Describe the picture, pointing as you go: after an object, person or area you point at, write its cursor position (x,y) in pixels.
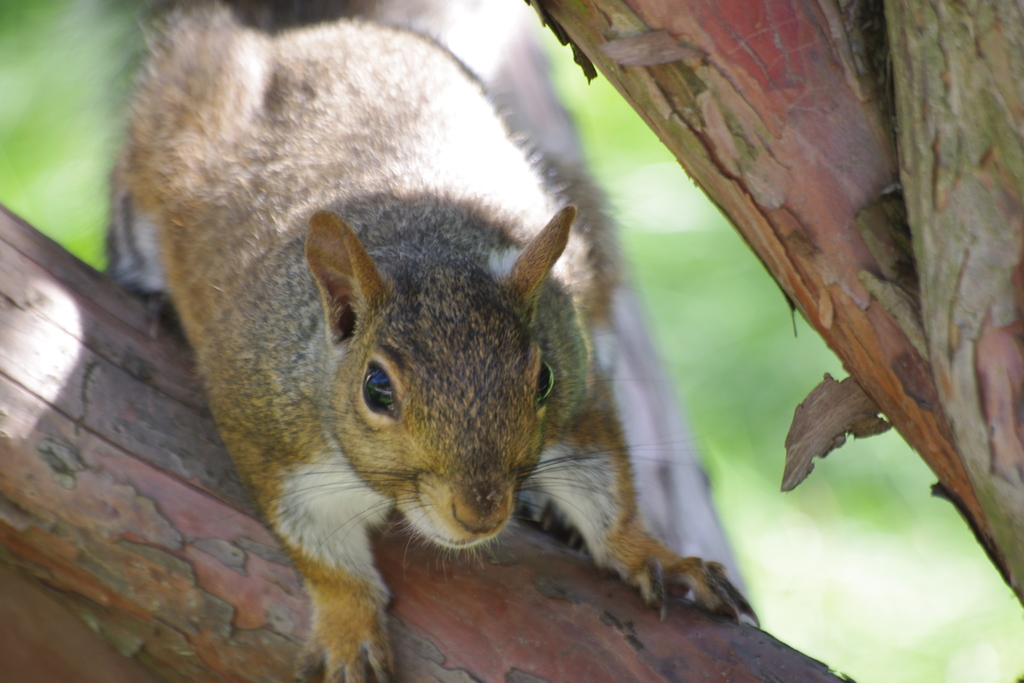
In this image we can see a squirrel (434,399) on the branch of a tree (12,511).
